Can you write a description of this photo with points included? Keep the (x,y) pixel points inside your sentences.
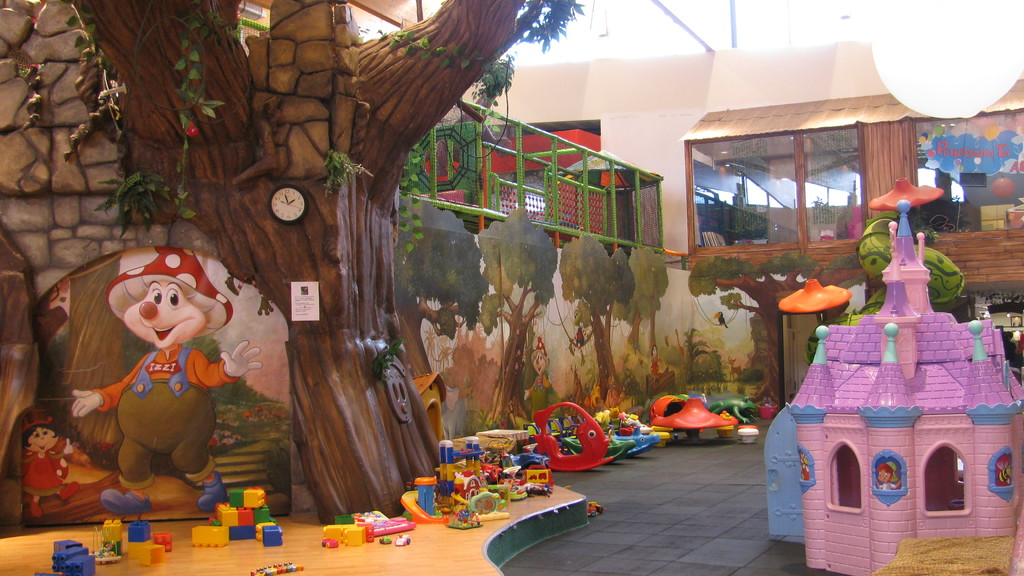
In the image we can see toys (988,455) on the floor (757,561), stone wall (89,199), clock (282,219) and the wall (618,283) where a tree sculpture (363,73) is made. Here we can see the railing (481,195), glass windows (789,165), building (688,140) and lights (919,46) to the ceiling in the background (968,95).
